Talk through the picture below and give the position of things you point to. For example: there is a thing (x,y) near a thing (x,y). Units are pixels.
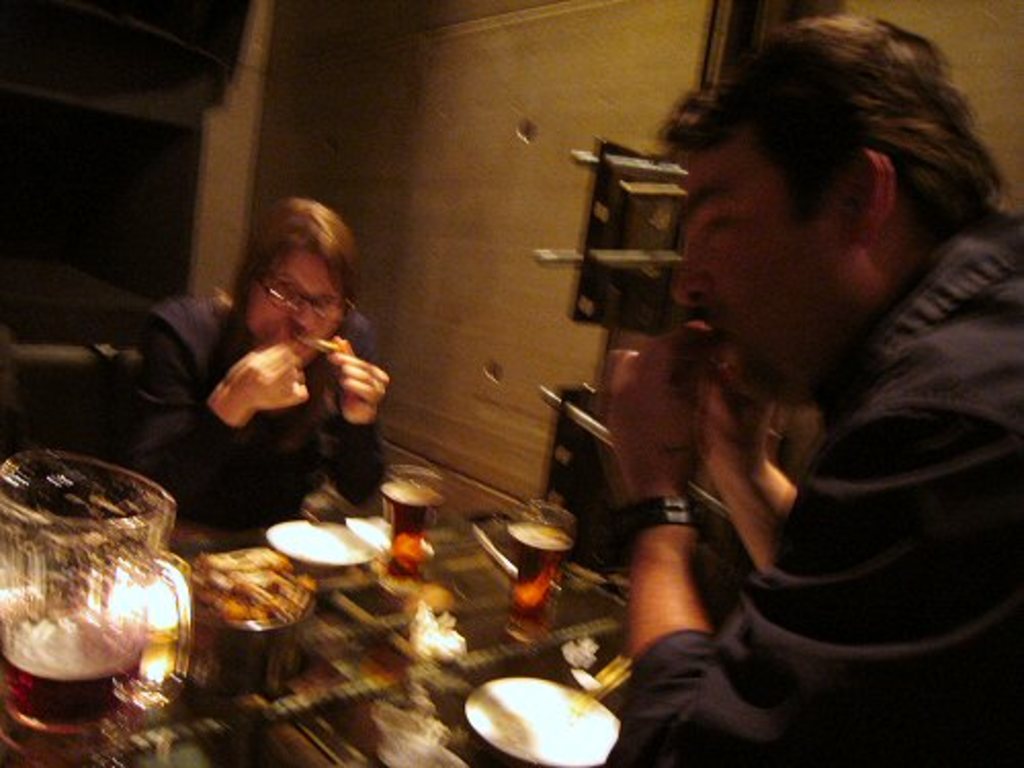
In the picture we can see a man (904,427) and a woman (345,393) sitting opposite to each other and in the middle of them, we can see a table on it, we can see a jar of alcohol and beside it, we can see some eatable items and some glasses of alcohol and behind them we can see a wall (570,57).
